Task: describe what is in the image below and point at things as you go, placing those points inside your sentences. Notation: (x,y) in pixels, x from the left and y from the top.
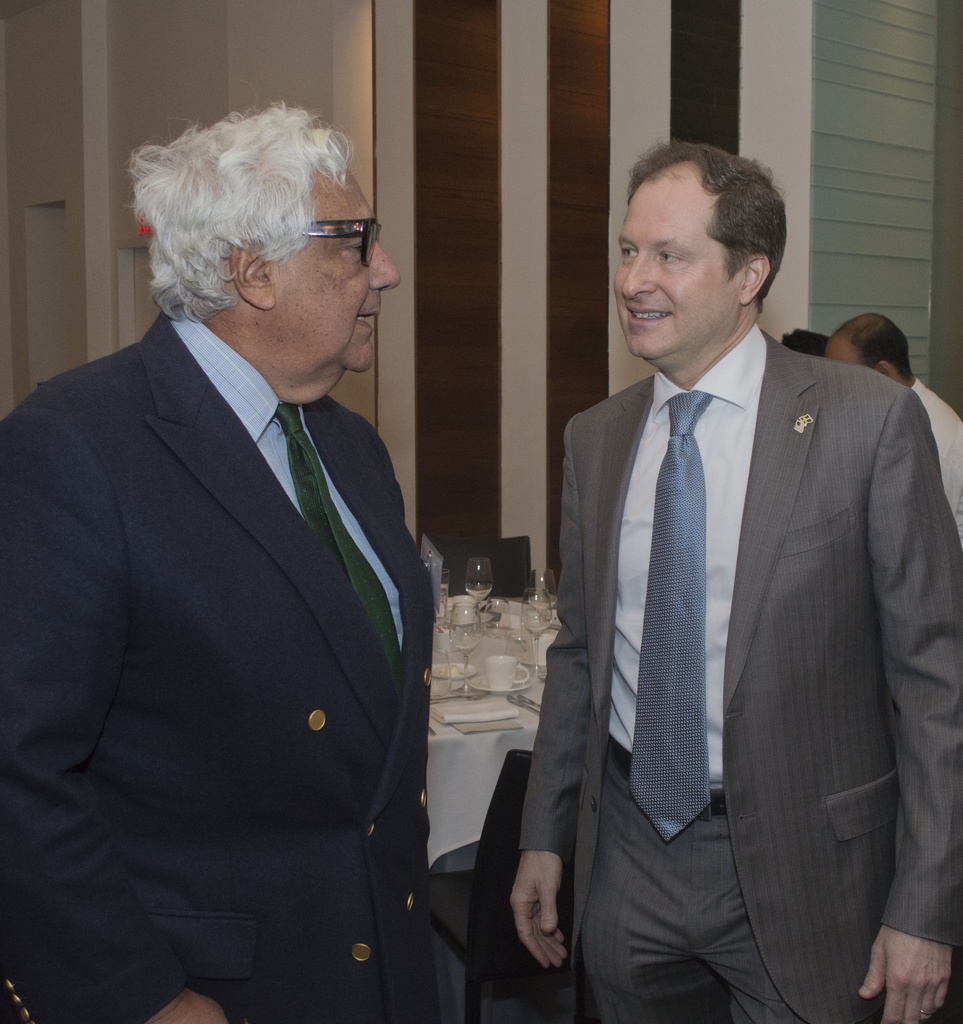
In this image, there are a few people (536,950). We can see a table (524,736) covered with a cloth (474,749) with some objects (479,729) like glasses (539,667) and cups (496,685). We can also see some chairs (480,1023) and the wall (413,212).
